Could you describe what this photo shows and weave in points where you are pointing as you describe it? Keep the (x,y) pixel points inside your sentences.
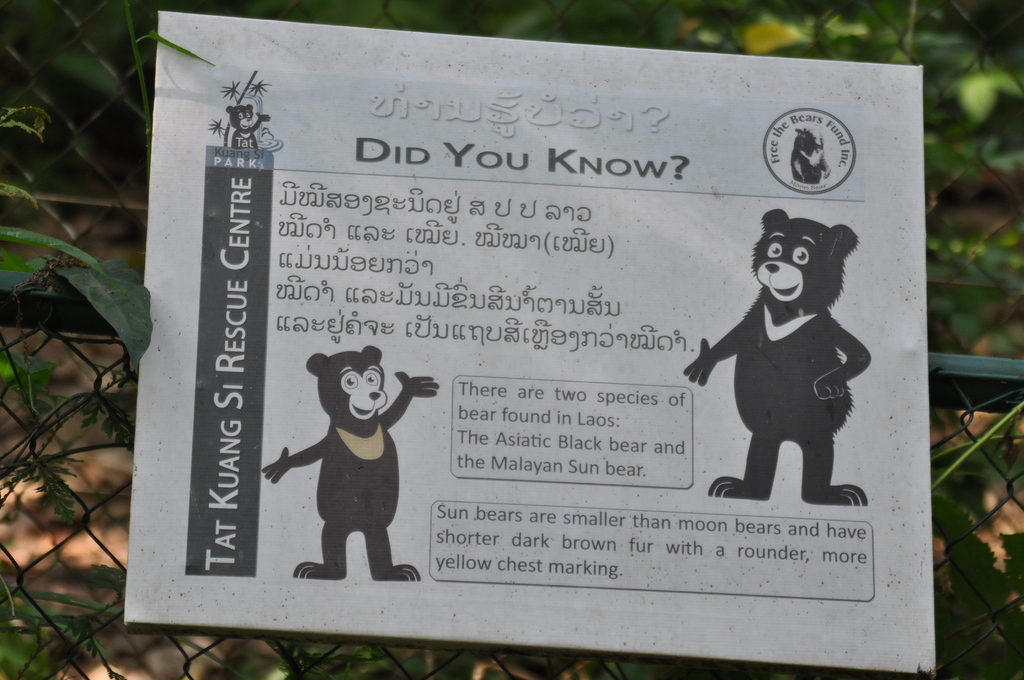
In this image I can see the metal railing (12,308) which is green in color and to it I can see a poster (758,429) which is white in color is attached. I can see few trees (1006,127) which are green in color and the ground (93,524).
